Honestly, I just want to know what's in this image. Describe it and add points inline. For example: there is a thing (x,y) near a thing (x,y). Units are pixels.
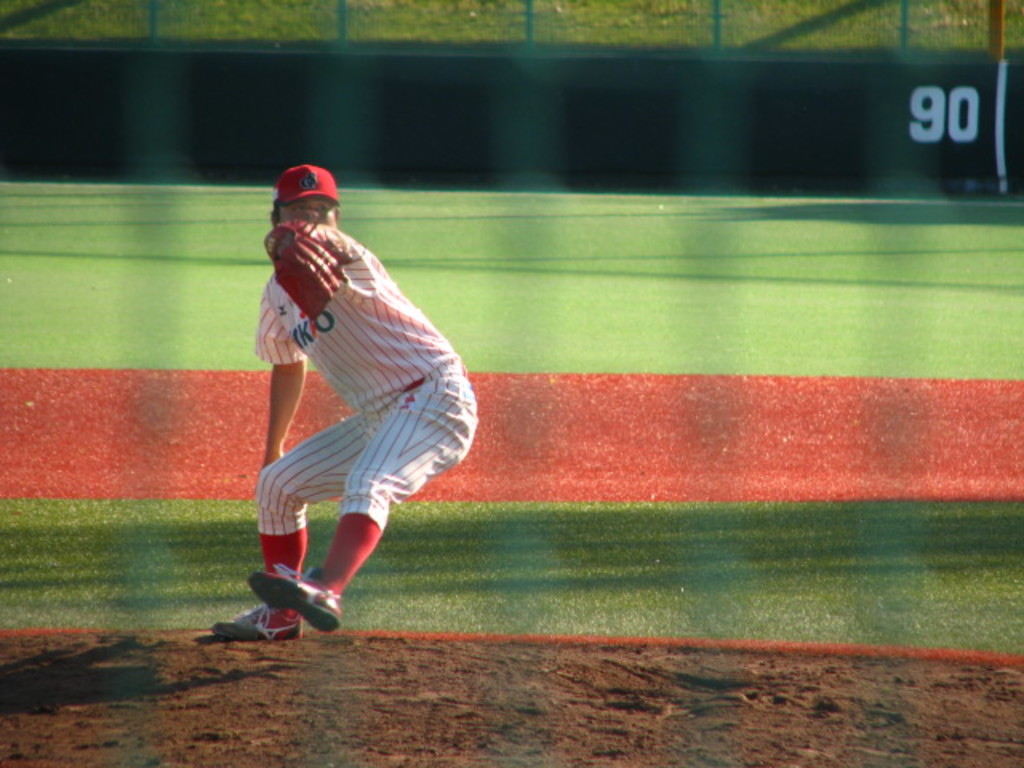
In the image there is a baseball player (364,354), he is in the playing position and behind the player (369,544) there is a ground (793,350).
